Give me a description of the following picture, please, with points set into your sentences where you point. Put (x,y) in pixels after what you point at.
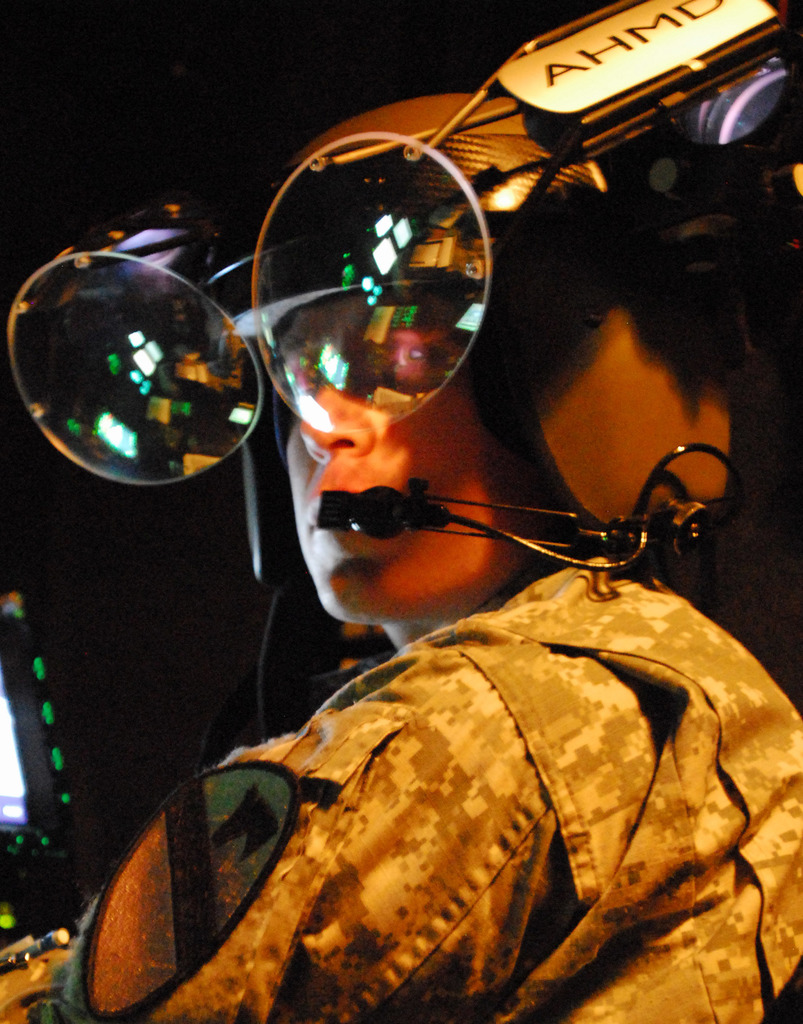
Here I can see a person (446,842) wearing uniform (463,816), helmet (582,321) and microphone (370,517). To the helmet (542,318) goggles (369,273) are attached. On the left side (12,767) there is a screen (8,768). The background (91,582) is in black color.
